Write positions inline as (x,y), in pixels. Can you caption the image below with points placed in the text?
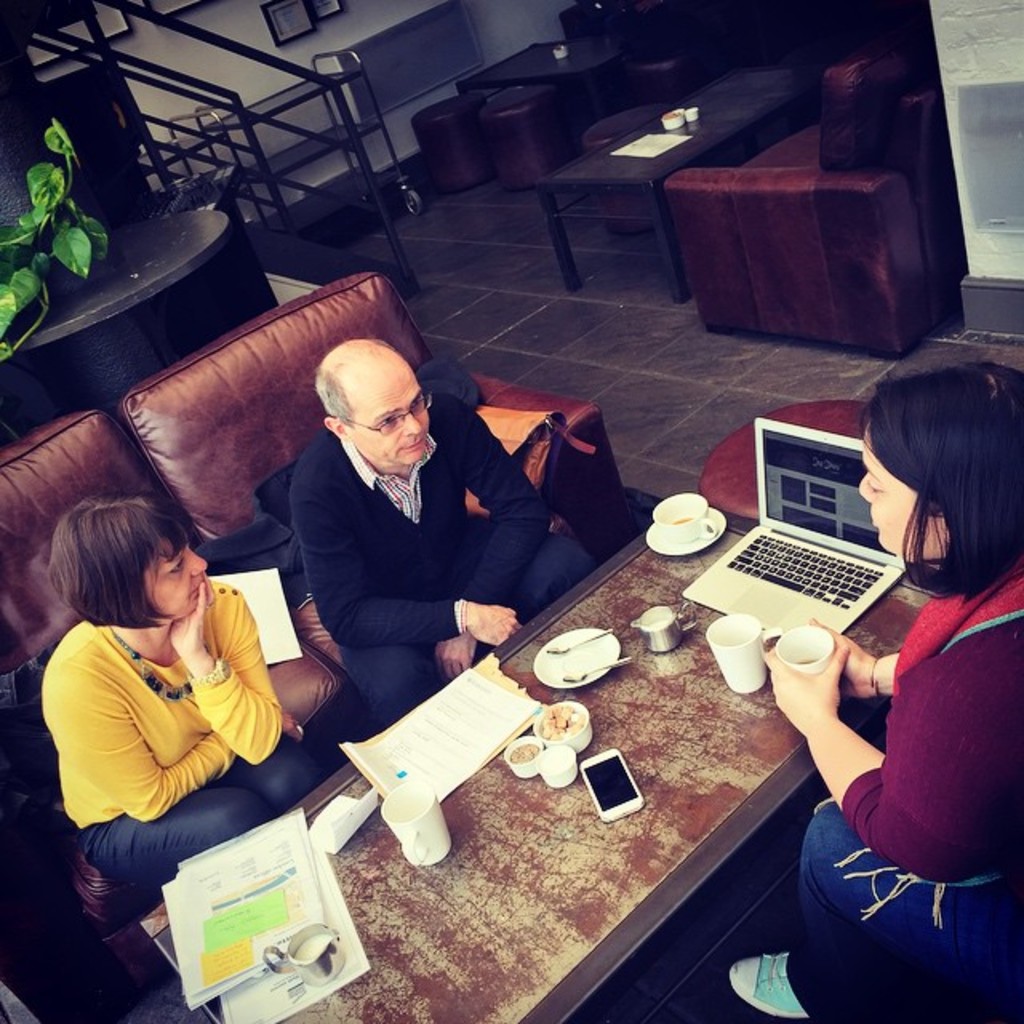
3 people (370,656) are sitting on the sofa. in front of them there is a table (426,903) on which there are papers (232,877), glasses (443,826), mobile phone (626,767), laptop (803,537). behind them there are stairs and plants (53,244).
